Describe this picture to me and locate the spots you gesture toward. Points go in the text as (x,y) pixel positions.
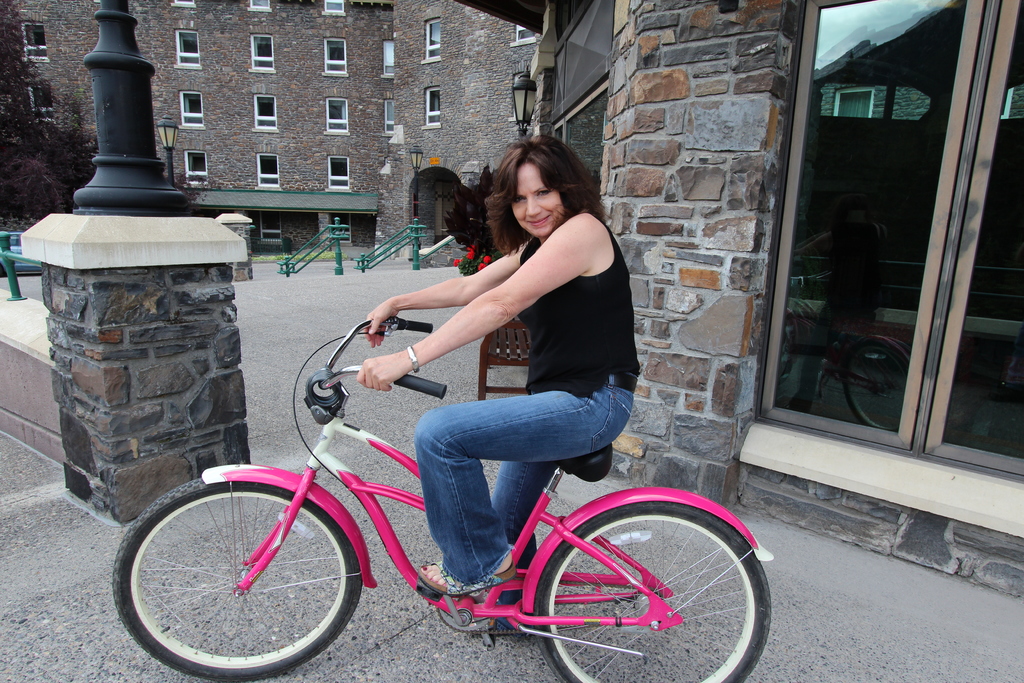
In this image i can see a woman (529,359) riding a bicycle (332,574). In the background (284,98) i can see building (312,103), few windows (336,71), a pole (141,111) and a glass door (876,215).
